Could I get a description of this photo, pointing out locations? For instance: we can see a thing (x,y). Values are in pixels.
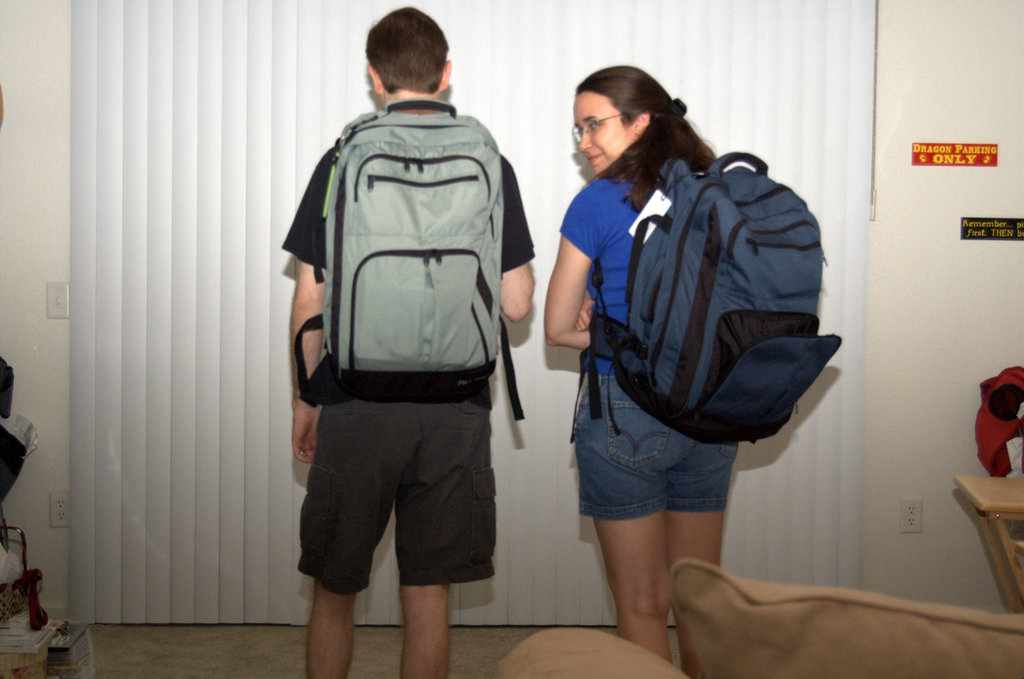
In this picture we can see two persons (617,367) standing on the floor (276,669) with their backpacks (441,388). This is the curtain (247,147) and there is a wall (26,139).
